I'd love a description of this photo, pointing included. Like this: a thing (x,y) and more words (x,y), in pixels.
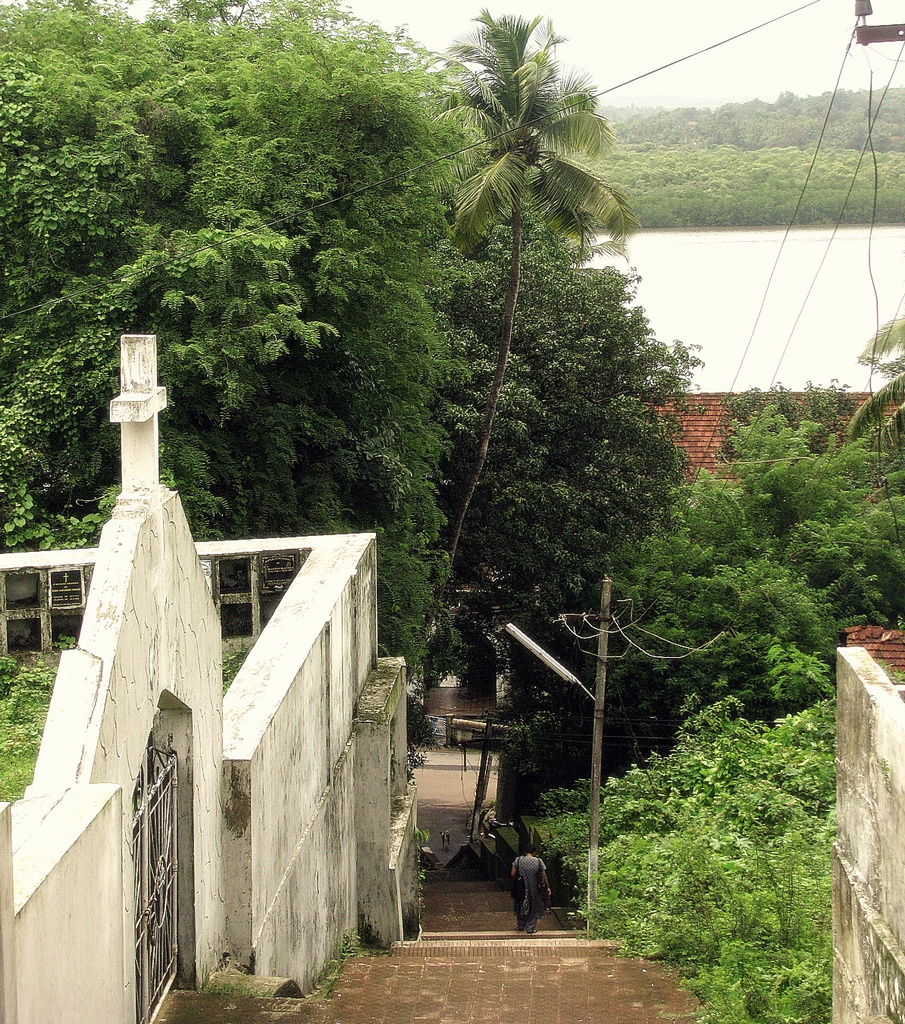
In this image there are trees (868,579) and we can see buildings (132,753). There is water (762,328) and we can see wires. In the background (587,69) there is sky (702,76) and we can see stairs (494,950). There is a person (533,911).
